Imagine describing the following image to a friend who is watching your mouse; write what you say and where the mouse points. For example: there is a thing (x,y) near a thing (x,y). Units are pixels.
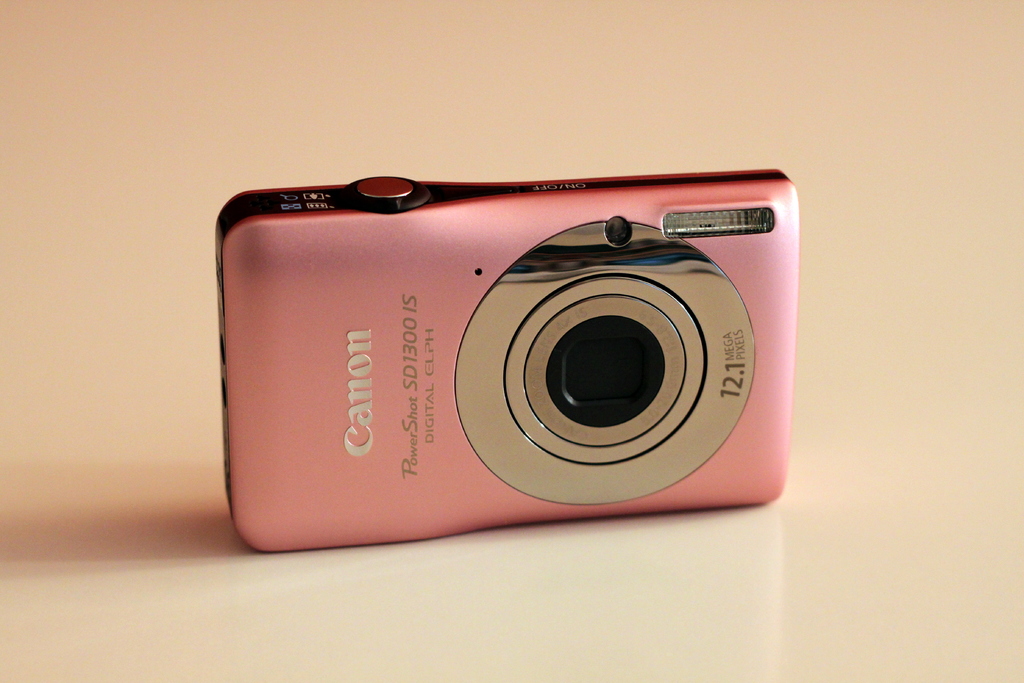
In this image, we can see a pink color canon camera (644,227).
